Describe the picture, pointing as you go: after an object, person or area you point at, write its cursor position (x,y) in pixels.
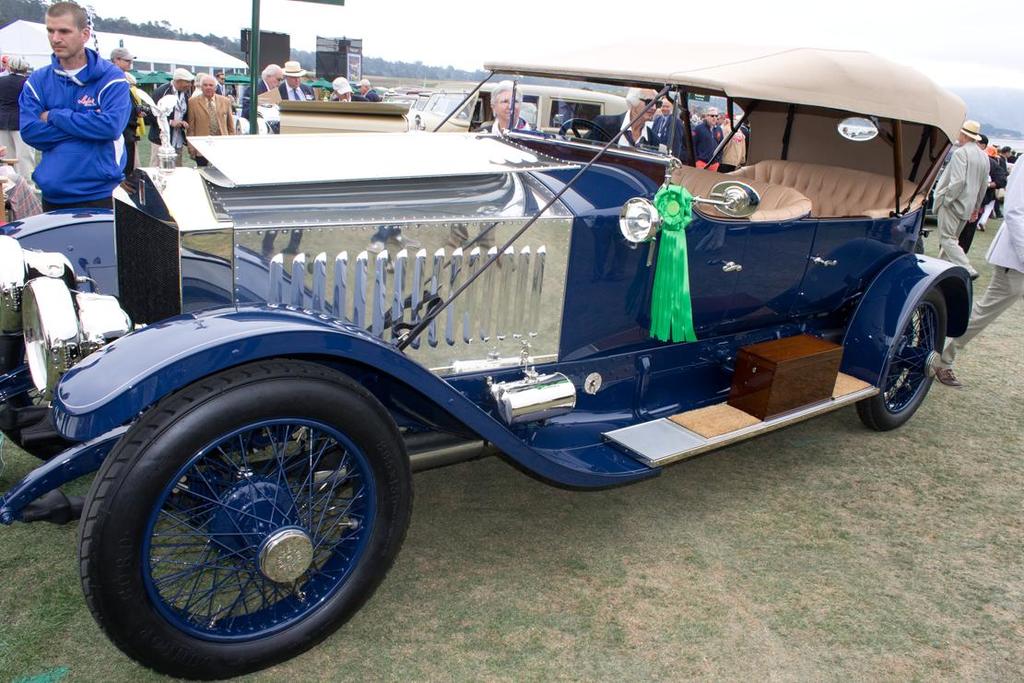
There is a vehicle (429,369) in the middle of this image (523,257). We can see a group of people (336,80) in the background (516,104). There is a tent (200,59) on the left side of this image (215,62) and the sky (357,14) is at the top of this image (414,28).
